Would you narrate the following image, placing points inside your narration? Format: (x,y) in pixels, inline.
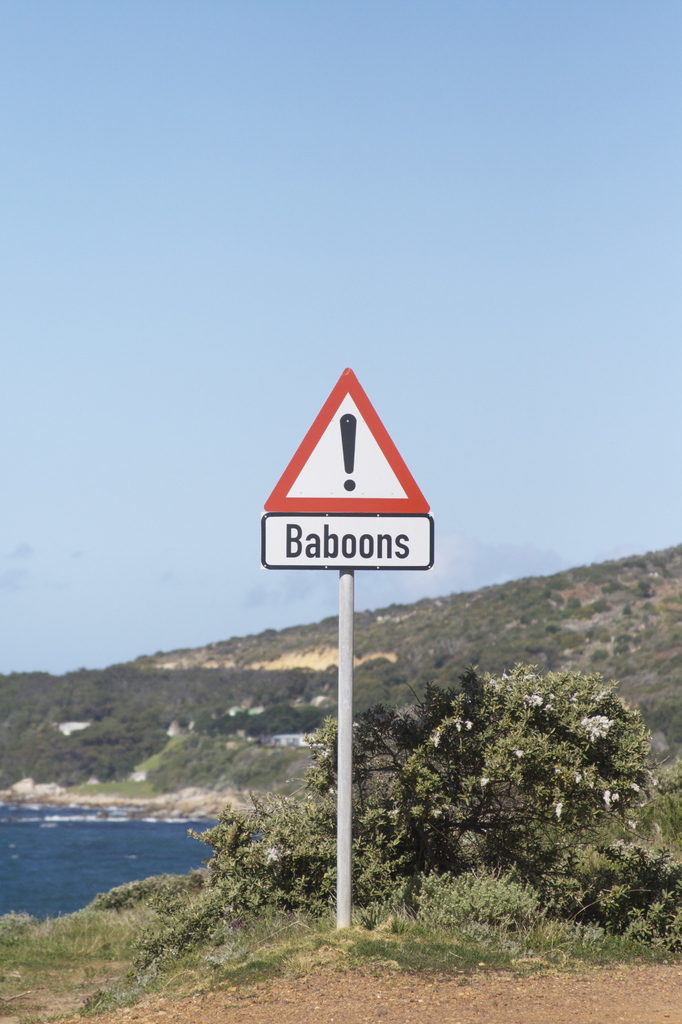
In this image there is the sky (322,137) towards the top of the image (335,129), there is a mountain (515,624), there are trees (551,613) on the mountain (545,618), there is water (80,856) towards the left of the image (109,856), there are plants (548,834) towards the right of the image (600,847), there is a pole (351,715), there are boards (361,477), there is text (380,551) on the board (353,541), there is ground (333,968) towards the bottom of the image (450,978).
